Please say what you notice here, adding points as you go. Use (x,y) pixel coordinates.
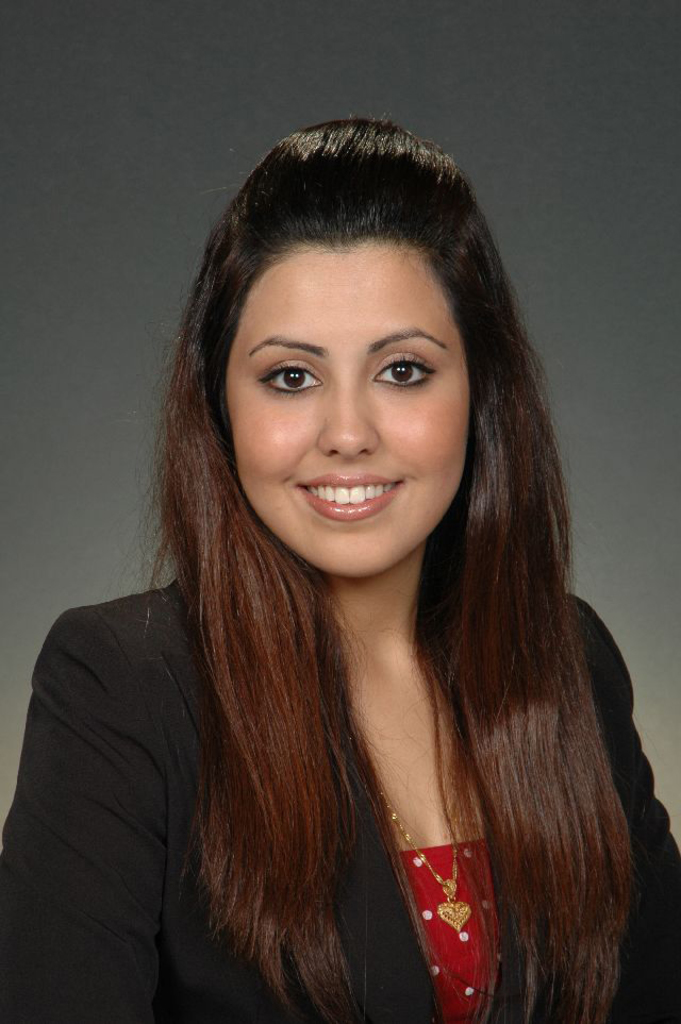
In this picture we can see a woman (239,761) and in the background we can see it is dark.
